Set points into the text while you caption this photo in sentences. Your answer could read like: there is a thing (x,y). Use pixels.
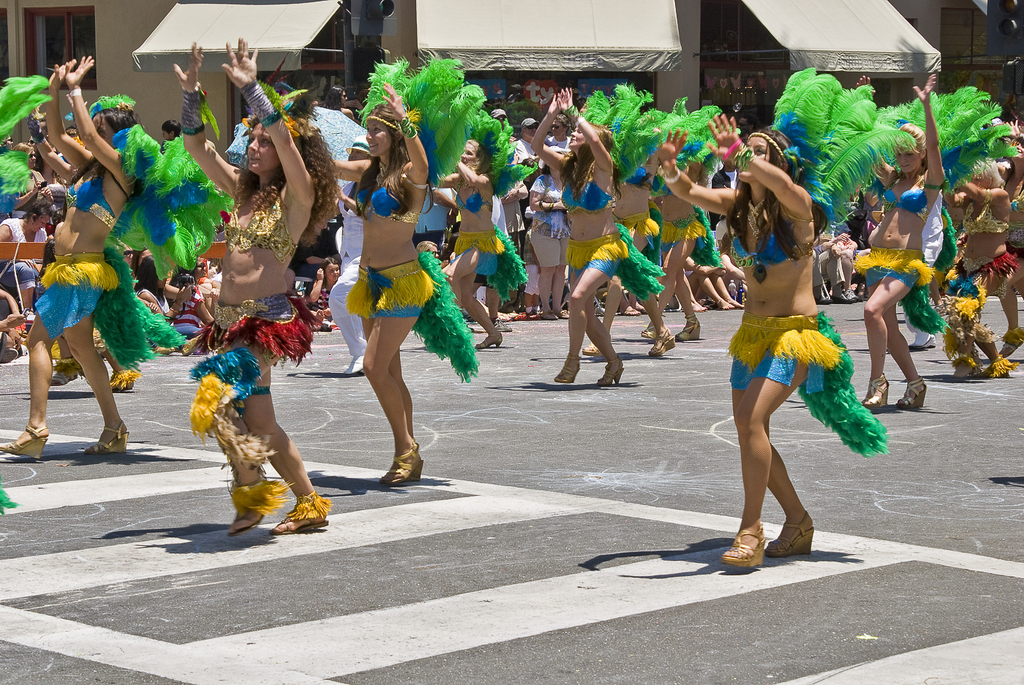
In this picture we can see a group of women (457,329) dancing on the road (549,539), sunshades (285,27), building (85,96) with windows (85,40) and some people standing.
